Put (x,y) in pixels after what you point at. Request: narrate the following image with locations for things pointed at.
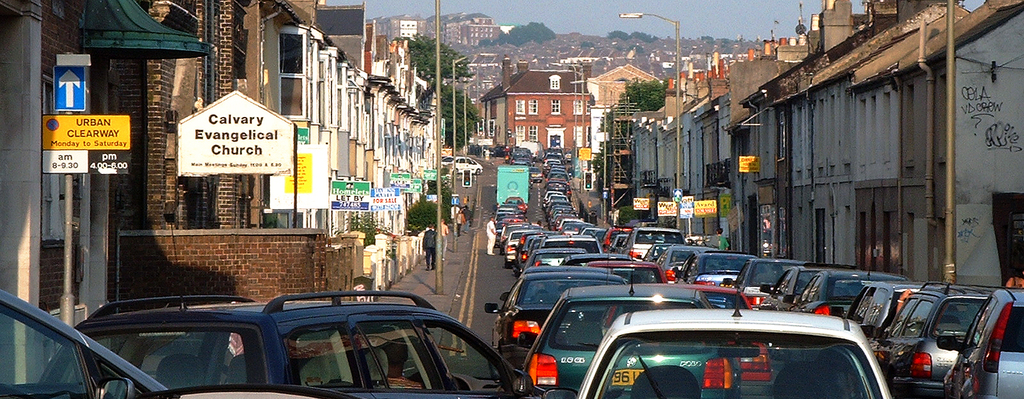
In this picture we can see some vehicles (564,272) on the road (480,235). On the left side of the vehicles (536,240), some people (446,226) are standing and some people (444,242) are walking on the walkway (458,242). On the right side of the vehicles (551,200) there are buildings (723,146) and poles (679,116) with boards (644,208), lights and sign boards (710,209). Behind the buildings (526,94) there are trees (638,97) and the sky (667,27).
